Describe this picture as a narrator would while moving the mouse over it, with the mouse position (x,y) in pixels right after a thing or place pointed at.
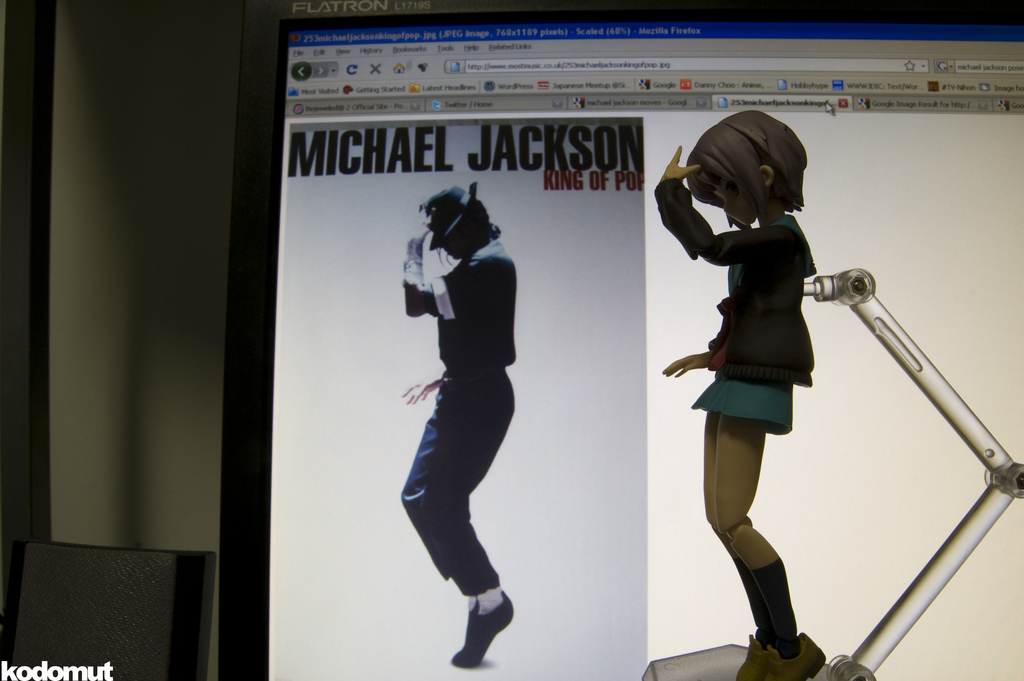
In this image, we can see a screen (851,230). On this screen (427,502), we can see person (500,435), text (353,130), symbols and icons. On the left side of the image (170,273), we can see wall (174,505), object (109,588) and watermark (63,668).
